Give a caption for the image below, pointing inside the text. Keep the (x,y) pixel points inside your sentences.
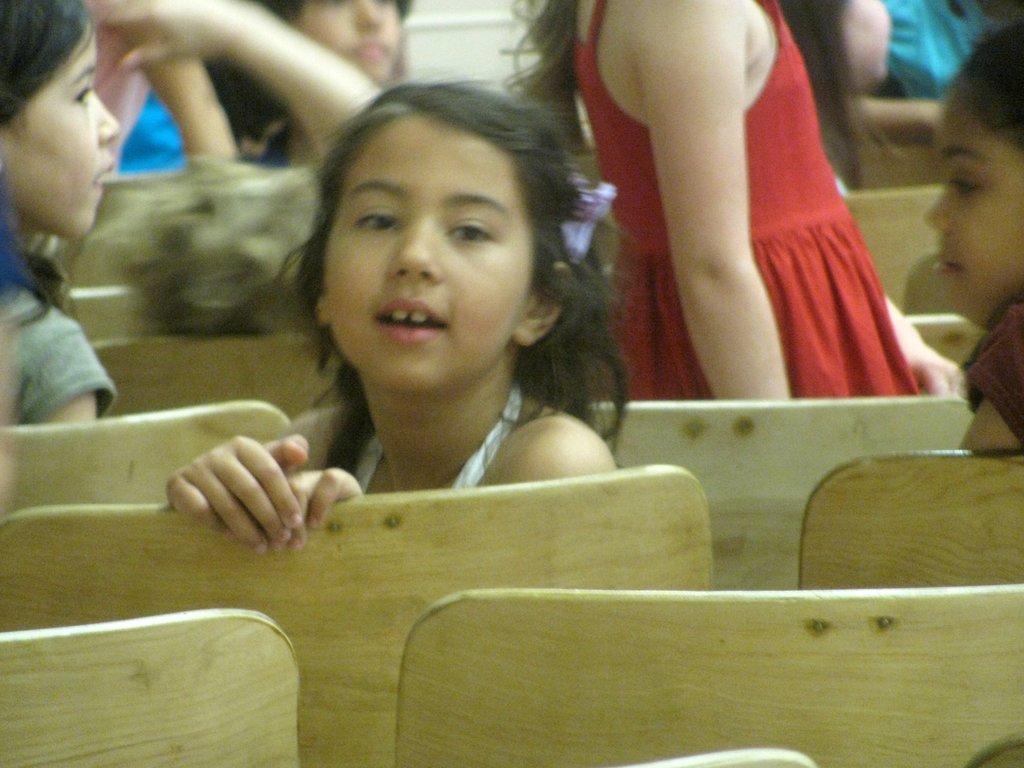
In this image there are kids (431,248) sitting and standing. In the front (366,530) there are empty chairs (675,660).
